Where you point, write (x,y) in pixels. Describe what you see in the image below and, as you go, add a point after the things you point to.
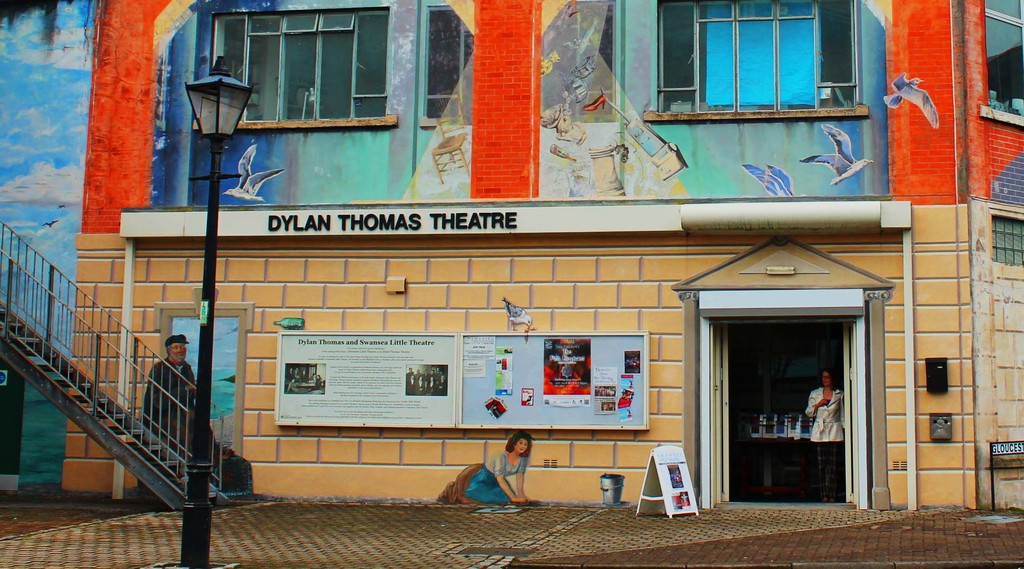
In this image we can see a person (820,414), building (881,475), staircase (158,488), pole (205,490), light (228,113), boards (528,370), windows (756,66), and a building (376,103). On the wall (300,456) we can see painting (944,12).
